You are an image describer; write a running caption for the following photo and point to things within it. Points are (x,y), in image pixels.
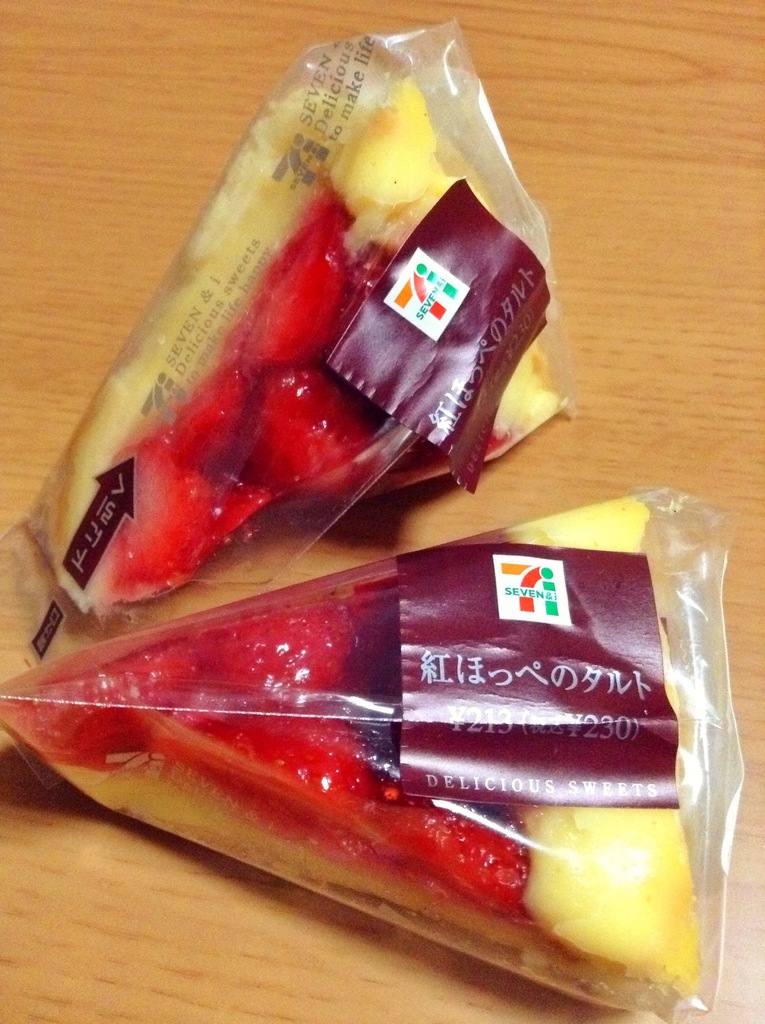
In this image there a table (579,10), on that table (572,232) there are food item (358,438).
